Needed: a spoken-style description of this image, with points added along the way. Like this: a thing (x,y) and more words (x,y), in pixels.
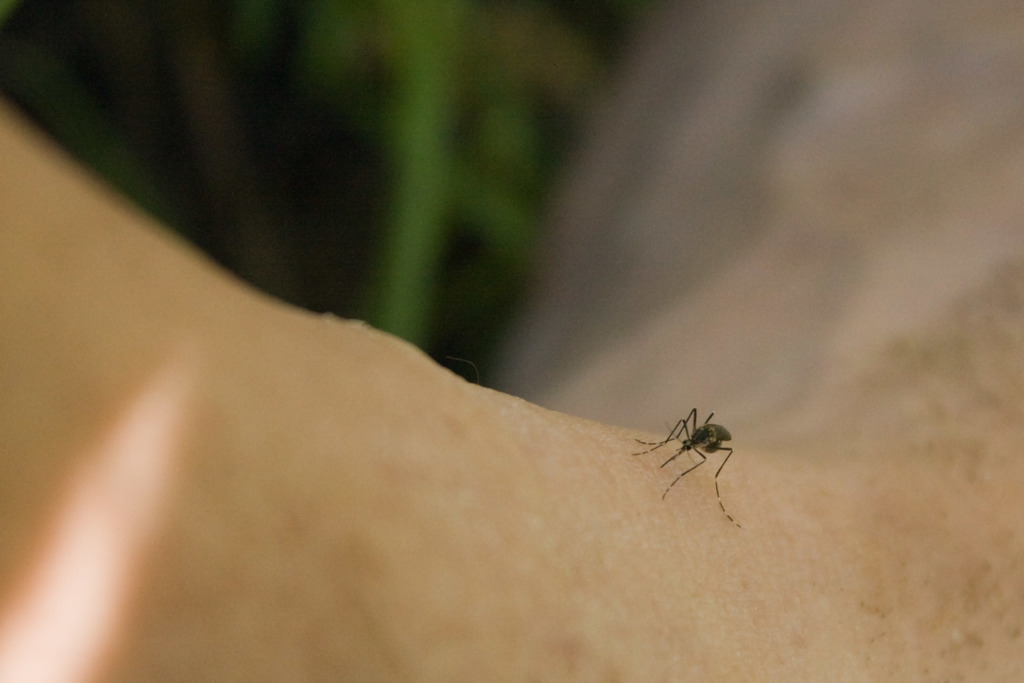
In this picture there is a mosquito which is standing on the person's hand (692,543). On the top left (280,131) i can see some green object (450,94) and darkness (287,151).
